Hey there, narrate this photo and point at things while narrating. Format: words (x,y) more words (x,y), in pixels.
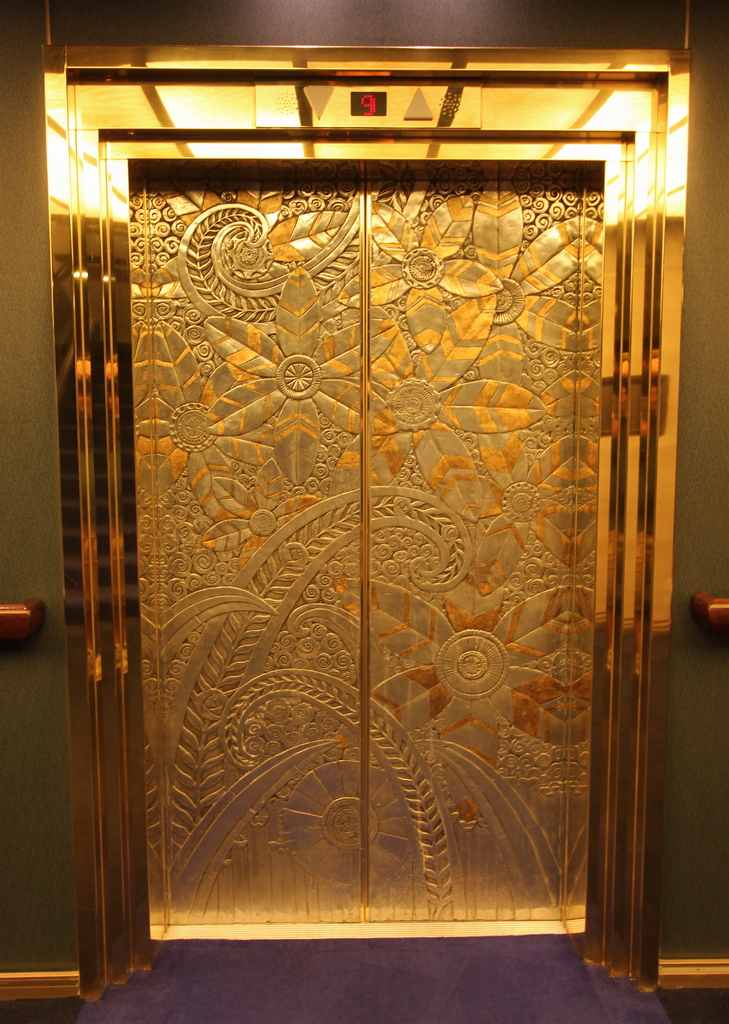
In this image we can see the door (218,520) of a lift (243,509).
